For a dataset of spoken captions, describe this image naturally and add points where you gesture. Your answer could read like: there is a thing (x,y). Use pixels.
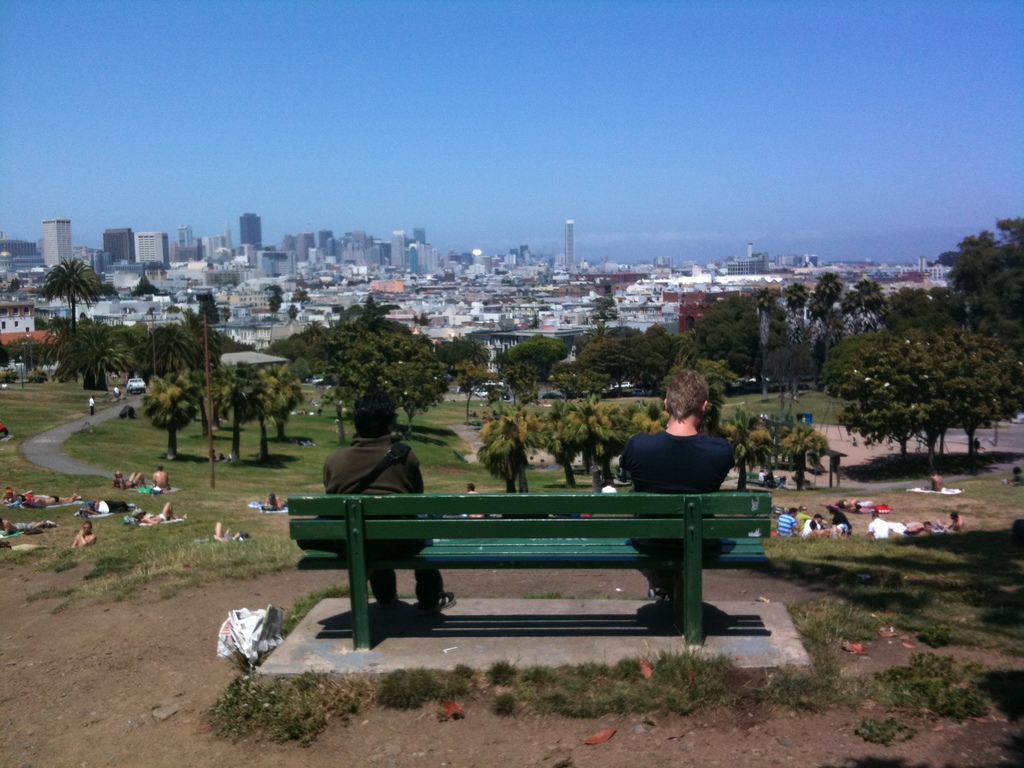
There are two persons (402,475) sitting in a green bench (416,501) and there are group of people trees (352,395) and buildings (305,279) in front of them.
